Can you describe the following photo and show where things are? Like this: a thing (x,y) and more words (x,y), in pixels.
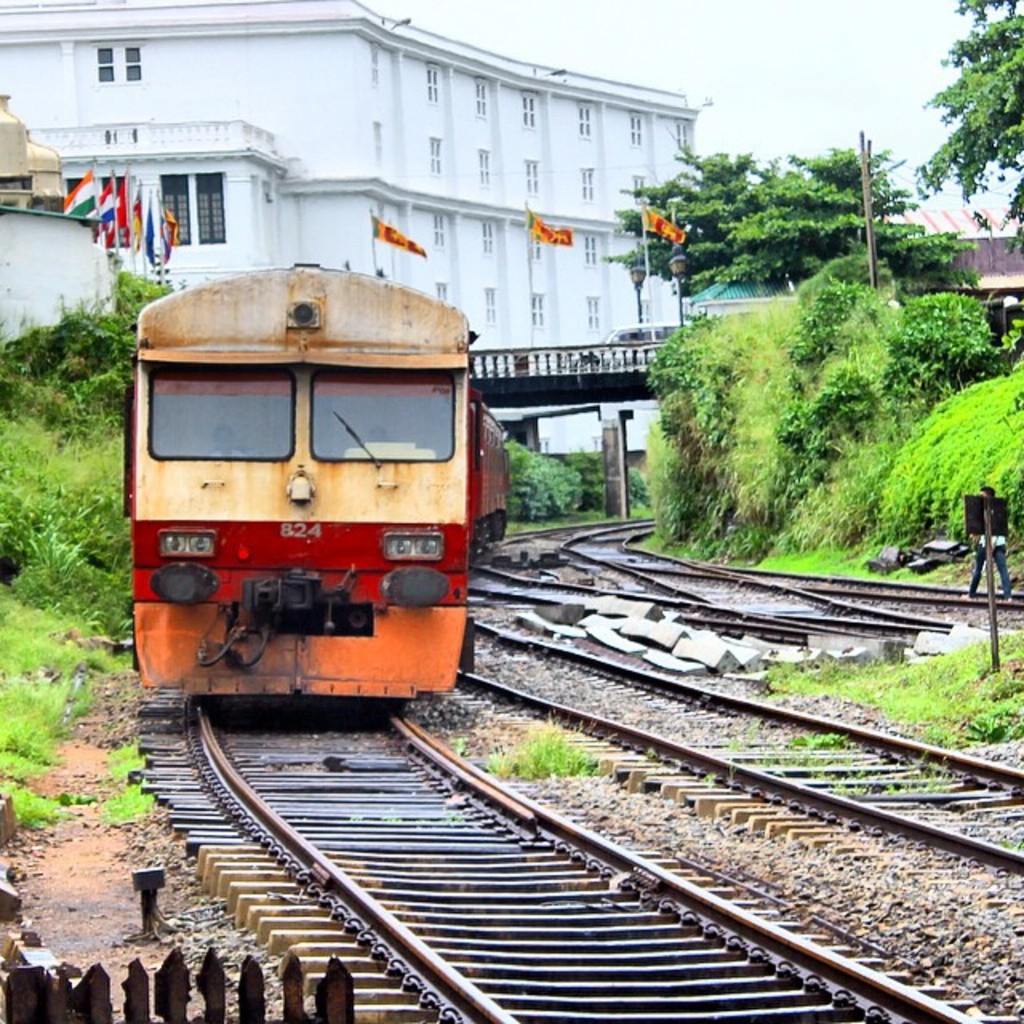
In this image we can see two persons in the train (449,507), which is on the railway track (447,1021), there is a person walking on the tracks (919,590), there are rocks (1016,610), plants (1005,458), trees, there are flags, poles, and buildings (449,222), also we can see the sky (772,60).
